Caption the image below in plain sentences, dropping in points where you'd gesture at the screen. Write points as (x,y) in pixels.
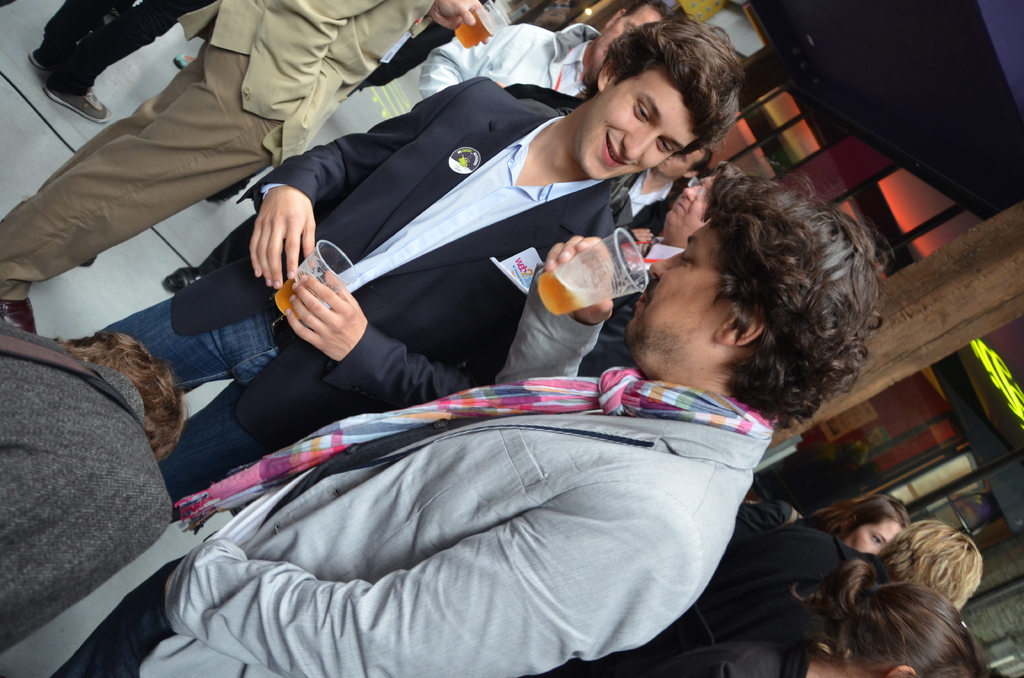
It is a tilted image, in this image there are group of people (370,442) inside a hall (978,241) and they are drinking.
